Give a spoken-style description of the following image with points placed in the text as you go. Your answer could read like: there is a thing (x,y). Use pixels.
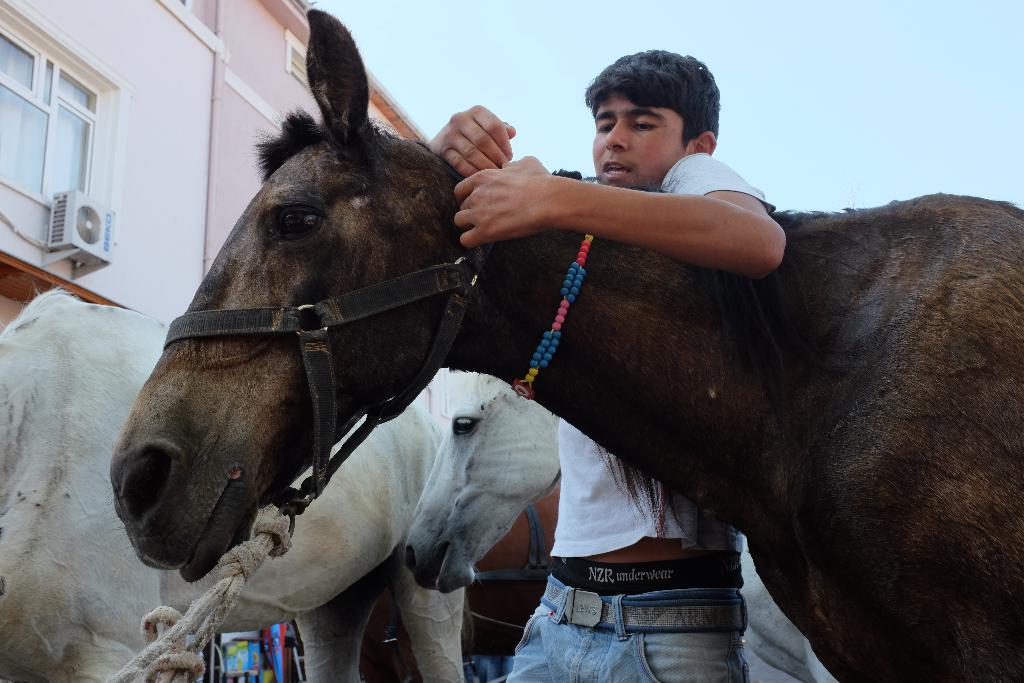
At the top (701,56) we can see sky (525,57). This is a building (77,136), windows (69,148). Here we can see few horses (64,586) in black and white colour. We can see one man (651,193) laid his hands (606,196) over a horse (434,213).
